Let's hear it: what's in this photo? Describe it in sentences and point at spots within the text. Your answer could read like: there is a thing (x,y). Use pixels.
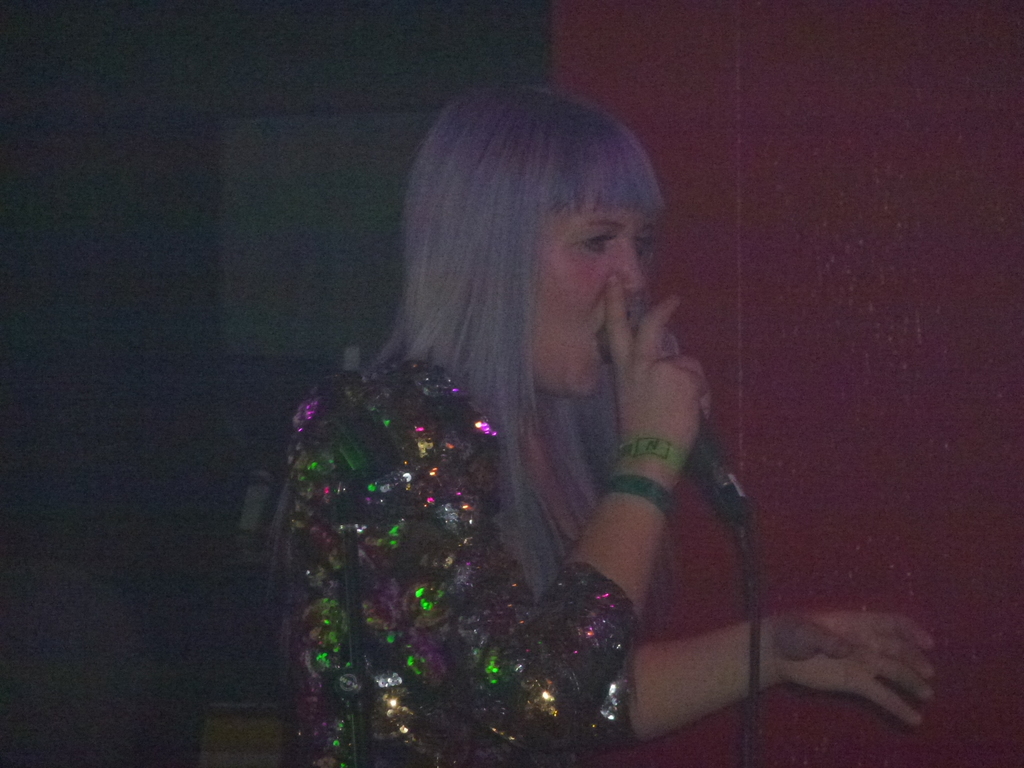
In the image there is a woman (483,423), she is singing a song and she is wearing sequin dress (431,508), behind her there is a red surface (843,392).
